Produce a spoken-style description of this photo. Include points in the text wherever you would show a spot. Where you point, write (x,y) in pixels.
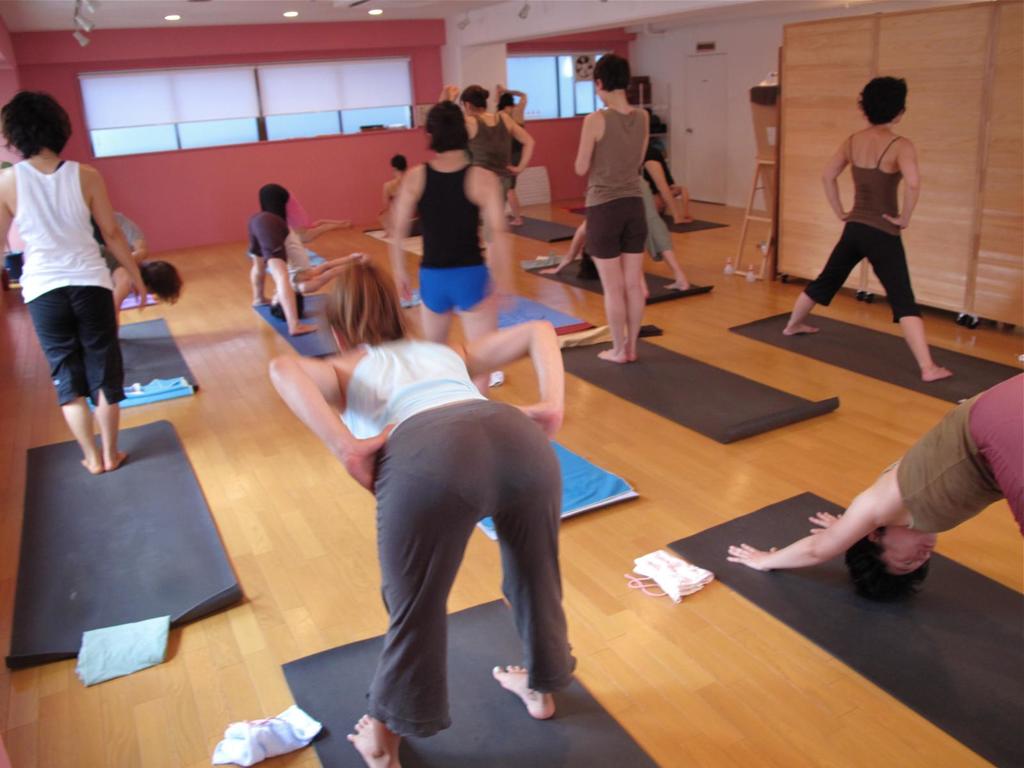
This picture is taken in a room (188,290). In this picture there are people (368,330) standing on the mats (585,707) and doing yoga. Most of the mats (572,357) are in dark grey in color and some are blue in color. A woman (495,486) in the center (390,387), wearing a white top (398,412) and grey trousers (429,614). Towards the left (61,225), there is another woman (94,267) wearing white top (51,250) and black trousers (67,368). Towards the top right (928,237), there are cabinets (997,279).
